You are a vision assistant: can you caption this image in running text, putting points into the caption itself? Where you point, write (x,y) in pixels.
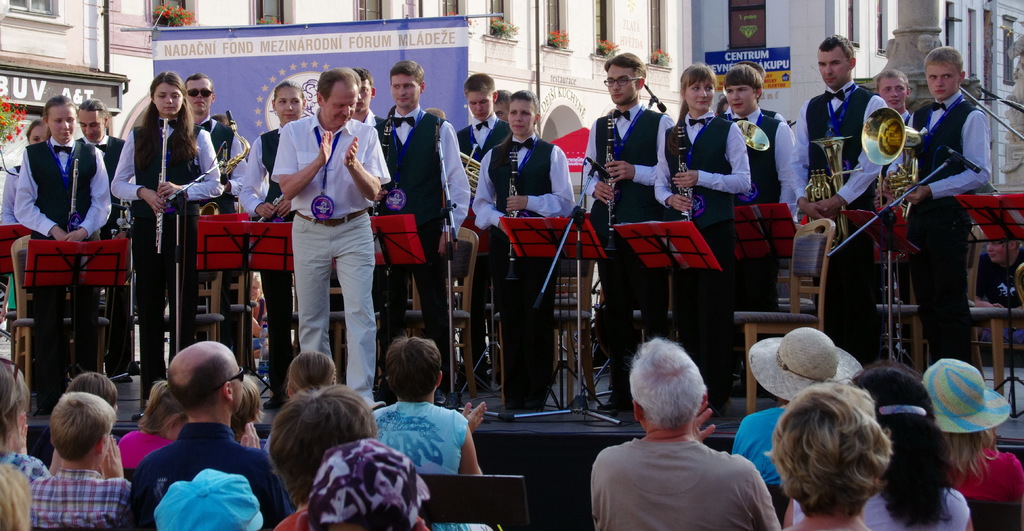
In this picture we can see a group of people (698,95) where some are sitting on chairs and some are standing on stage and holding musical instruments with their hands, stands (291,230), mics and in the background (132,104) we can see banners (730,54), buildings (532,23) with windows (254,2), plants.
